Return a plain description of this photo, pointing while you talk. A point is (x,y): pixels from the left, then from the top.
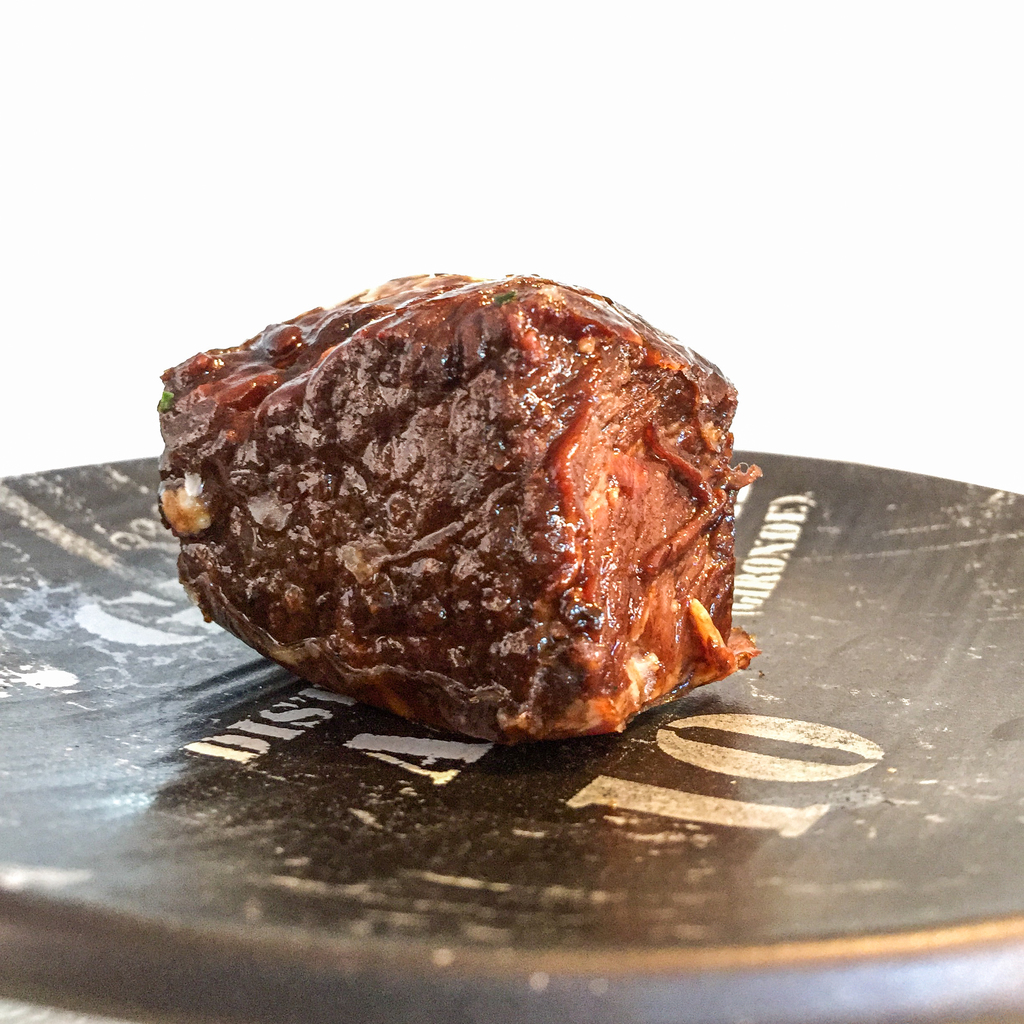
In this picture I can see some food item (559,645) placed on the plate (383,876).
